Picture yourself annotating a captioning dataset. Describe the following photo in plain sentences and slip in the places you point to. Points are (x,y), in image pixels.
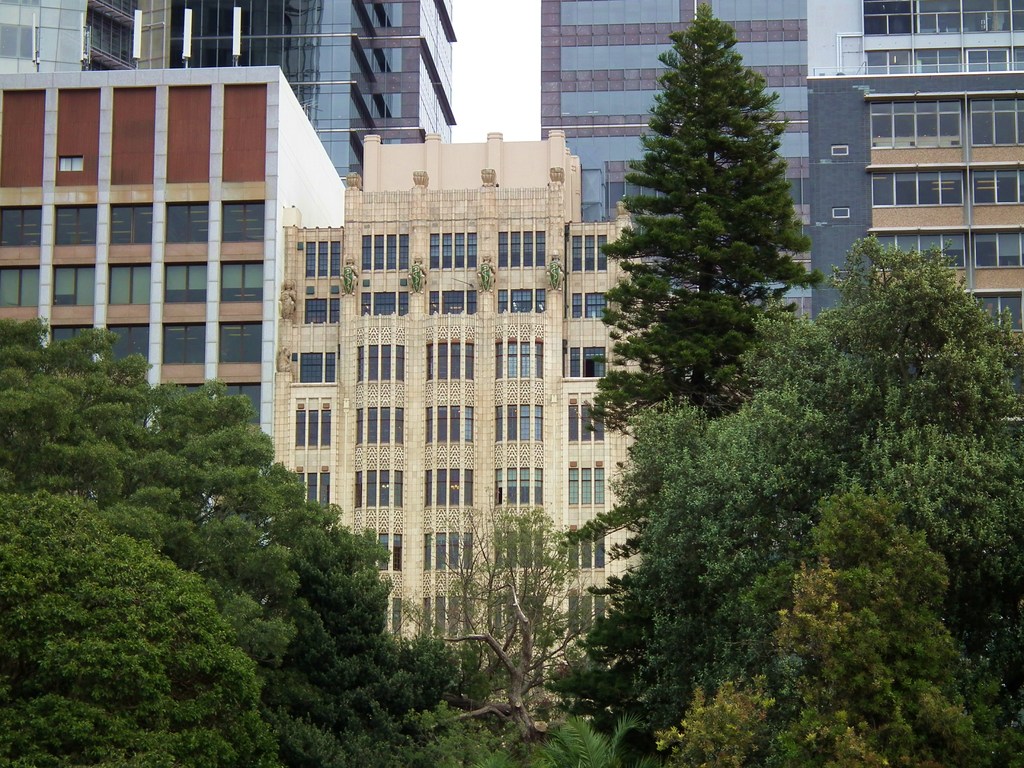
In the background (888,189) we can see the sky (530,76), buildings (981,141) and windows (1001,184). At the bottom portion of the picture (640,636) we can see the trees (579,675).
